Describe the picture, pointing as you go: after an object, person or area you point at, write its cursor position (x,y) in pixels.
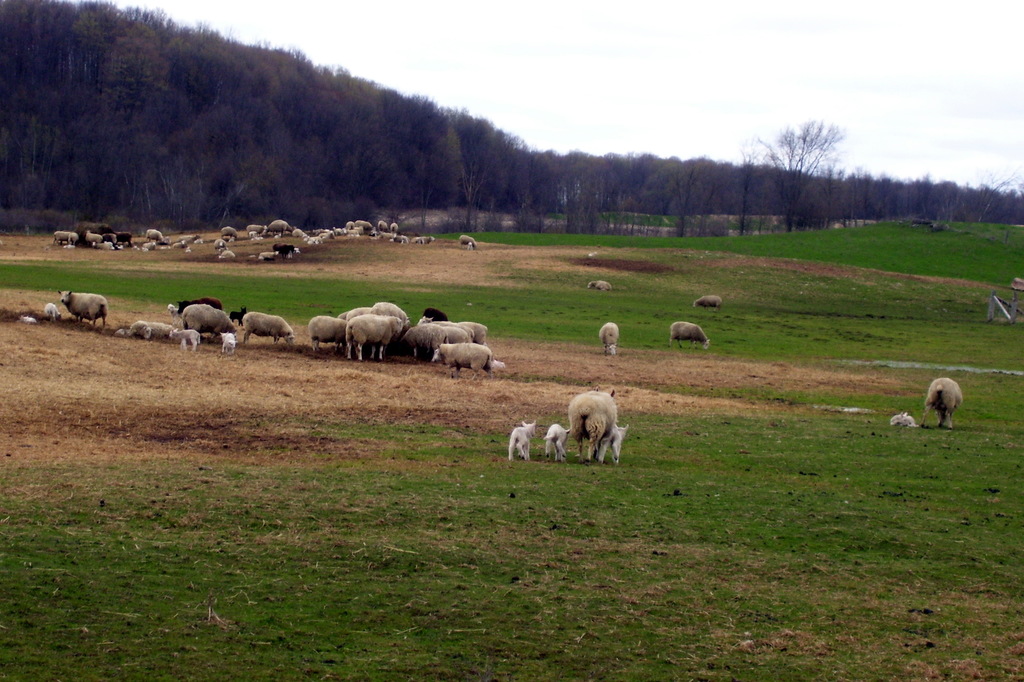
In this image we can see a herd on the ground (627,445). We can also see some grass (801,413), a group of trees (310,182) and the sky (785,95) which looks cloudy.
